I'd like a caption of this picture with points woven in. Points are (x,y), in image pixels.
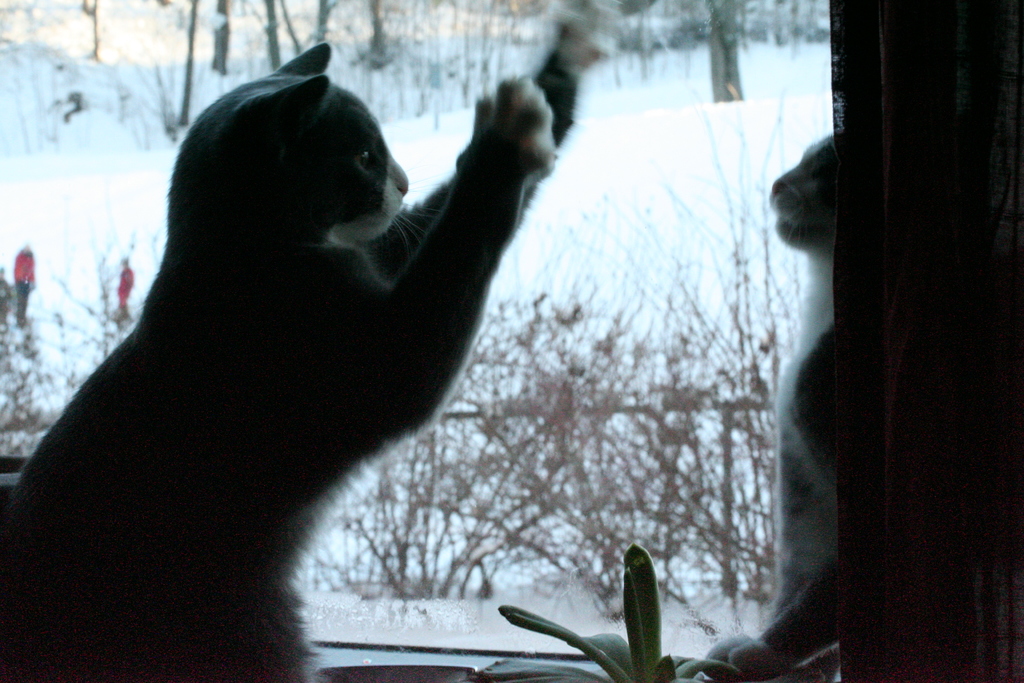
In the middle of the image (394,397) we can see two cats (819,456). Behind the cats (819,456) there are some plants (591,538). Behind the plants (736,250) there is snow (52,128). At the top of the image (330,1) there are some trees (695,26).
